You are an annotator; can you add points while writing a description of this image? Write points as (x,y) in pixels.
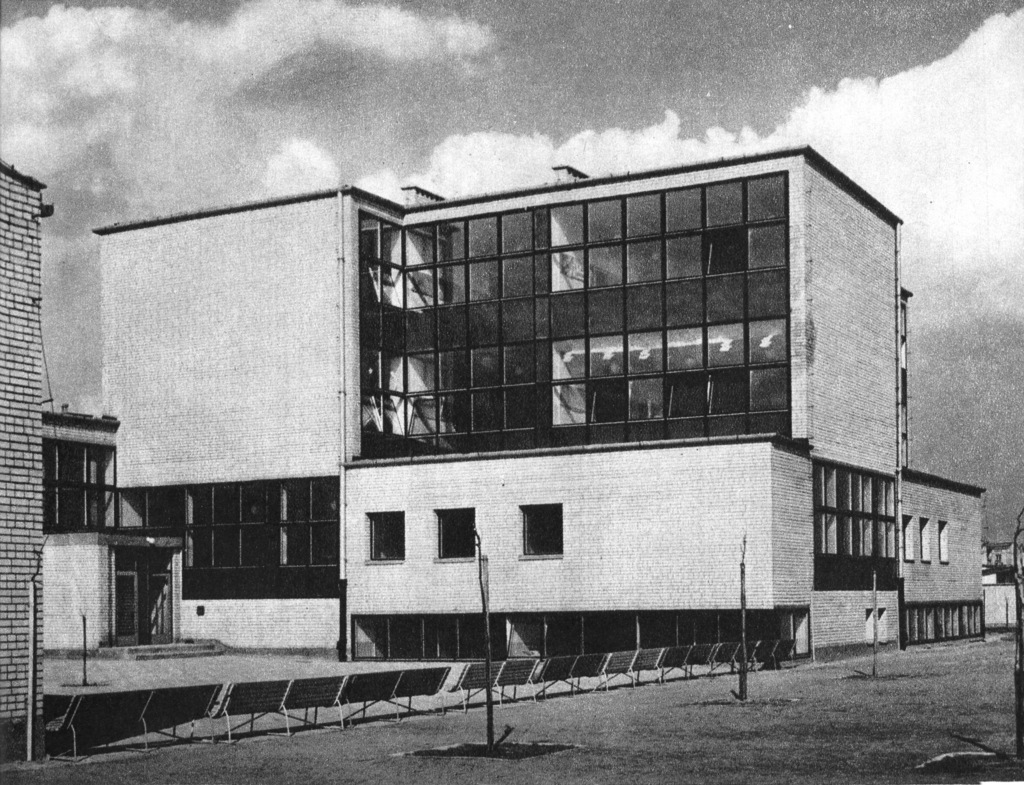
In this black and white picture there are few poles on the land (813,744). There are few benches (611,672). Background (834,638) there are few buildings (837,620). Top of the image (858,72) there is sky (1002,251) with some clouds (1002,251).
